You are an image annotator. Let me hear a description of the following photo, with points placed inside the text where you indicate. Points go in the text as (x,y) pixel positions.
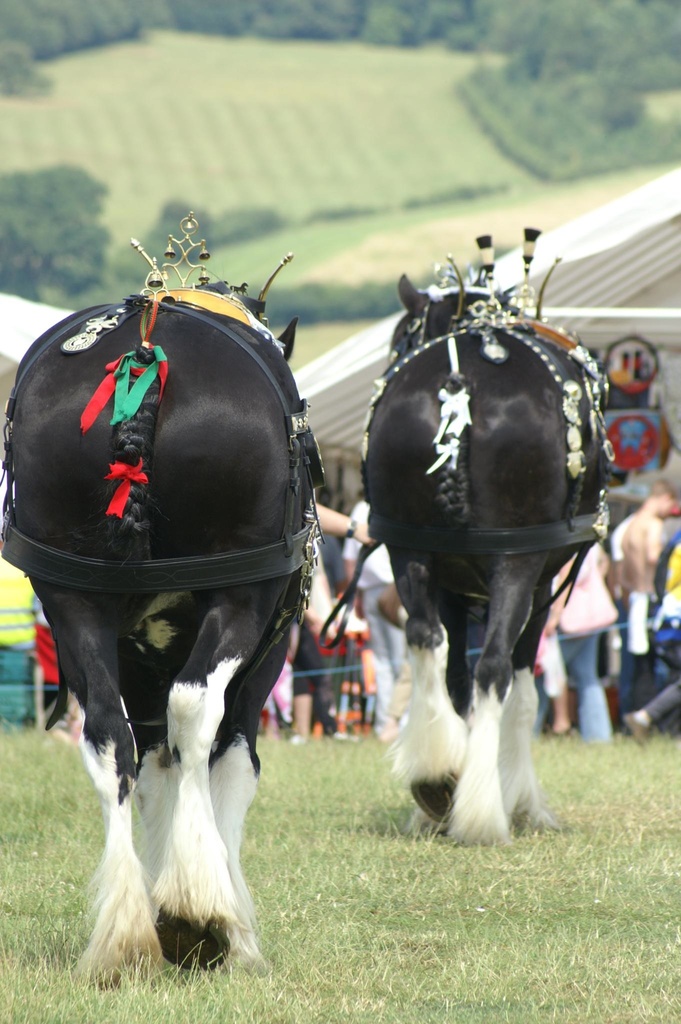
In this image we can see two decorated horses (445,471) on the ground (597,800). We can also see some grass (576,754), a group of people (586,702) under a tent (547,313) and a group of trees (154,236) on the backside (232,221).
